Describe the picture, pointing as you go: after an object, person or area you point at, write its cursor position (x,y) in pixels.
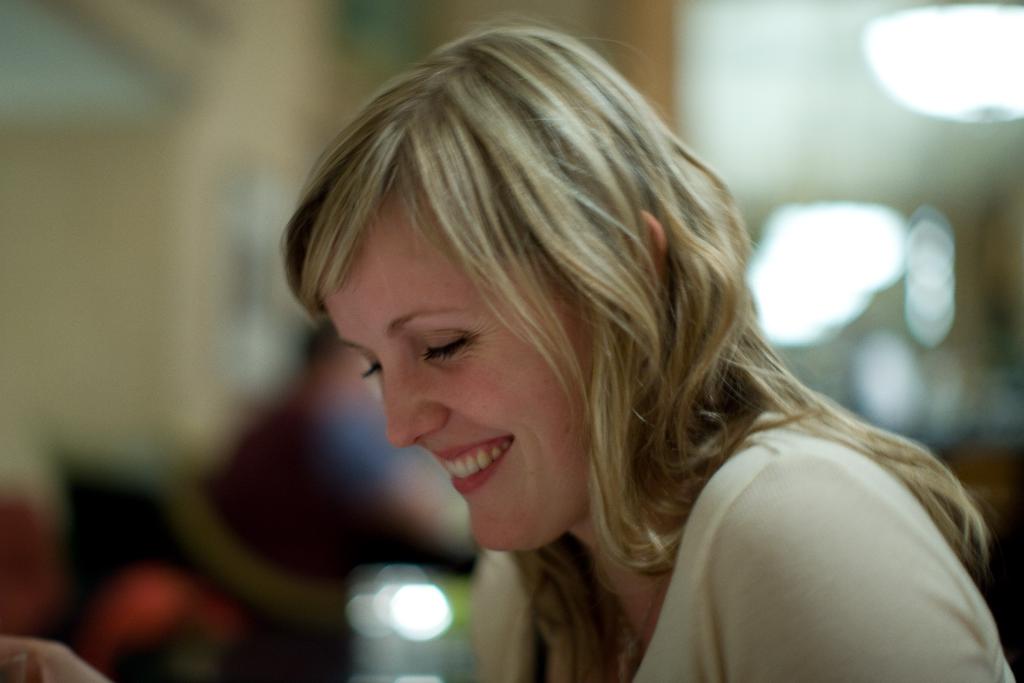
In this picture, we can see a lady (377,111), and we can see the background (180,346) is blurred.
